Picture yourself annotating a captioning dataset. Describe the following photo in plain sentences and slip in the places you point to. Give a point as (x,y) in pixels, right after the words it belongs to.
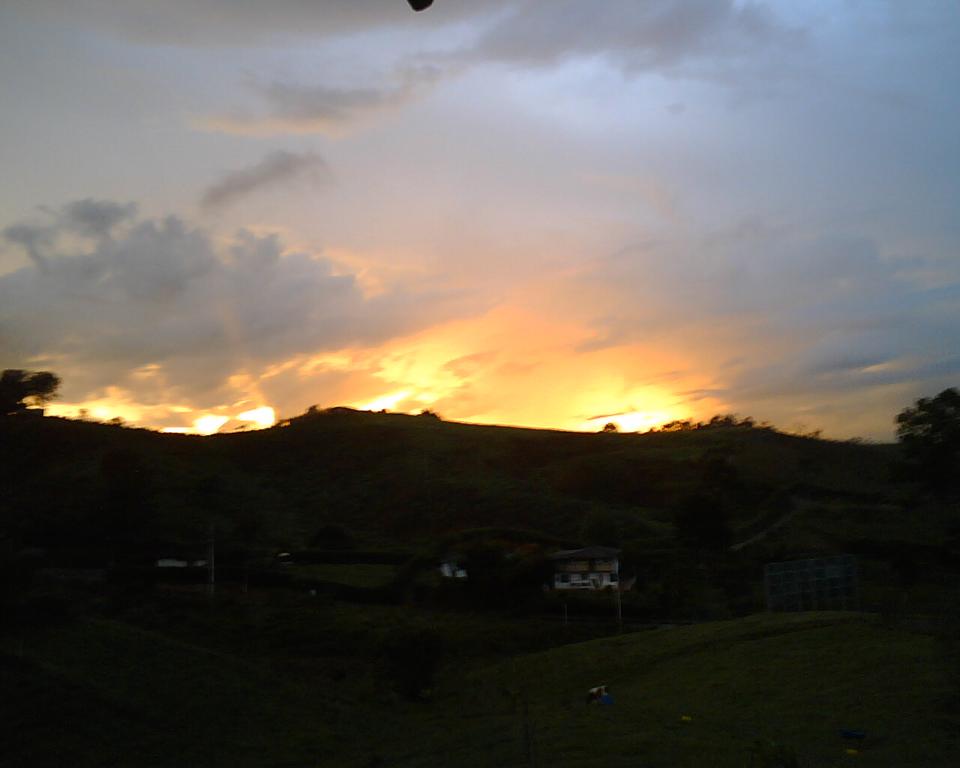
There are trees (710,594), houses (559,576), and mountains (414,495) are present at the bottom of this image (322,594) and the sky (362,318) is at the top of this image (344,225).
